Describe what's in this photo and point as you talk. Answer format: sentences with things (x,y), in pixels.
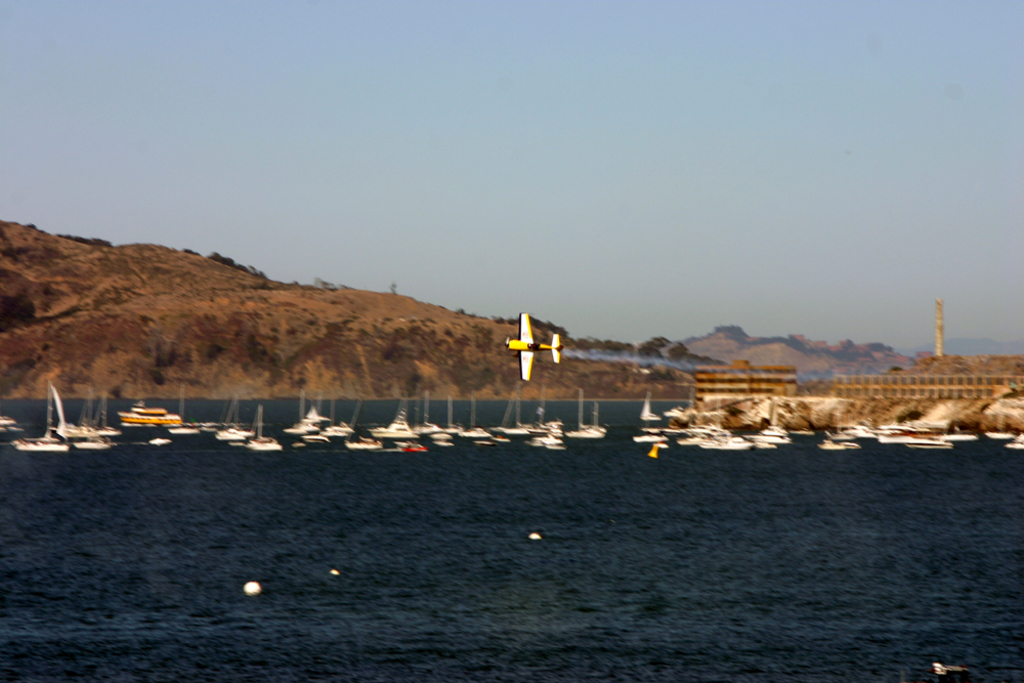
This are boats (707,428) in the water (623,541), this is sky (570,167).
